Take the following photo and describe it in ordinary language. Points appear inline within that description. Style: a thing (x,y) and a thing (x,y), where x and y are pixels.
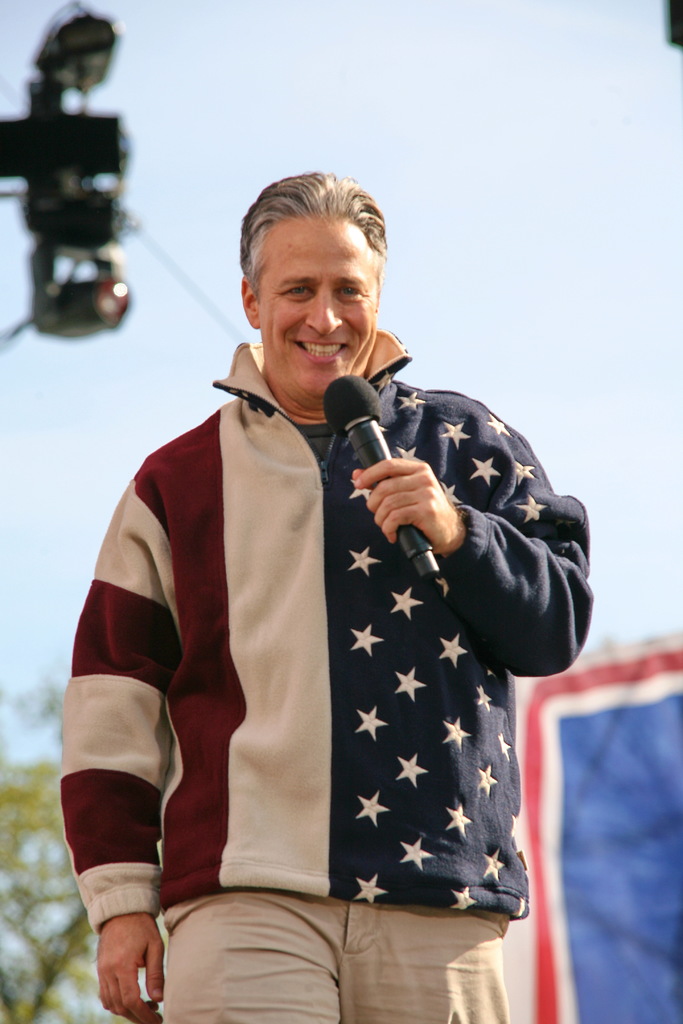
In the picture we can see a man (382,815) standing and holding a microphone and smiling and in the background (510,958), we can see a tree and a curtain (533,756) and we can also see a sky (126,354).
